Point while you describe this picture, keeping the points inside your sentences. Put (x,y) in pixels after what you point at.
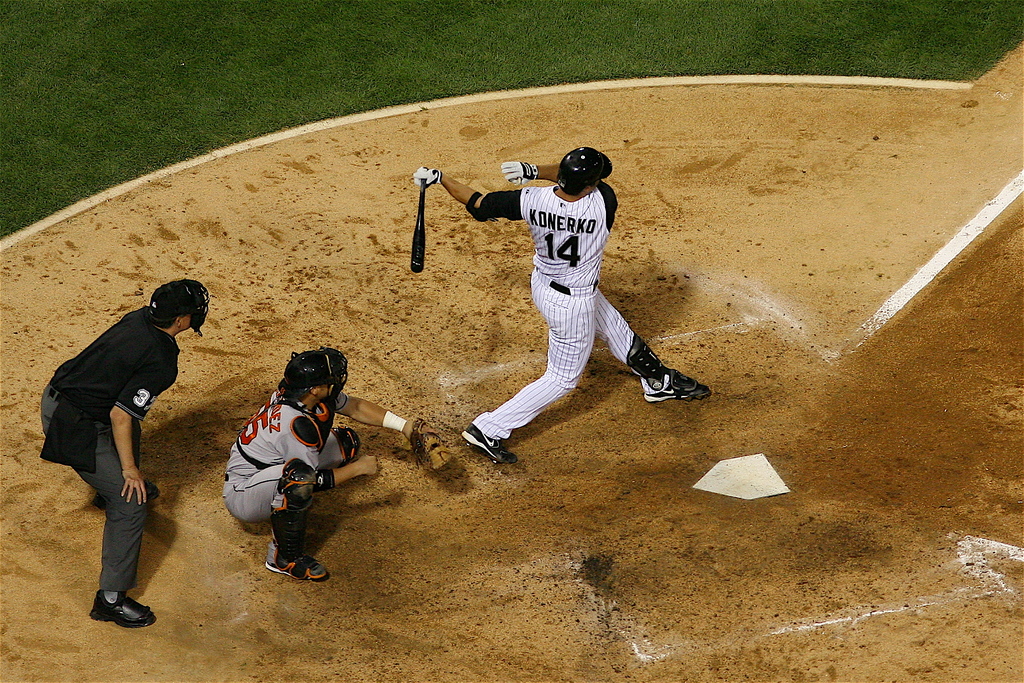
In this image we can see two players (542,223) and we can also see a person (166,379) on the ground (172,625). There is a player (568,285) holding the baseball bat (419,245). Grass (389,51) is also visible in this image.
